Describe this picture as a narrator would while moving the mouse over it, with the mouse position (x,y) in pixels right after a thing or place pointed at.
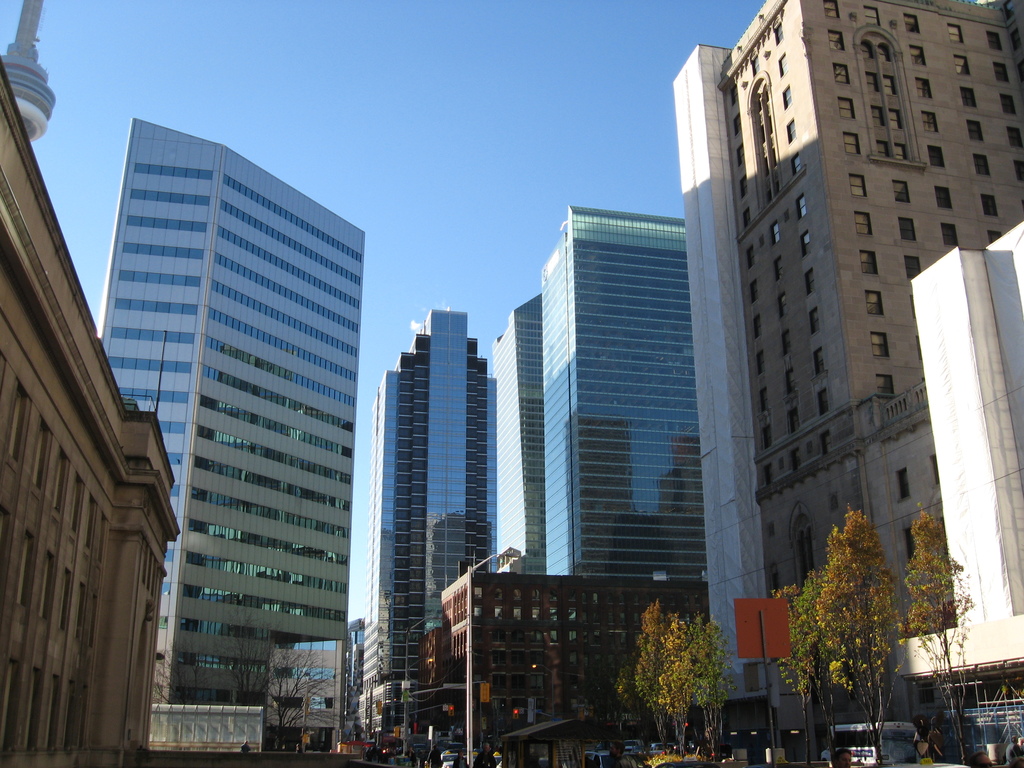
In this image I can see few buildings (641,271), windows (656,279), trees (837,681), signboards (759,643), poles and few stores (742,733). The sky (509,130) is in blue and white color.
